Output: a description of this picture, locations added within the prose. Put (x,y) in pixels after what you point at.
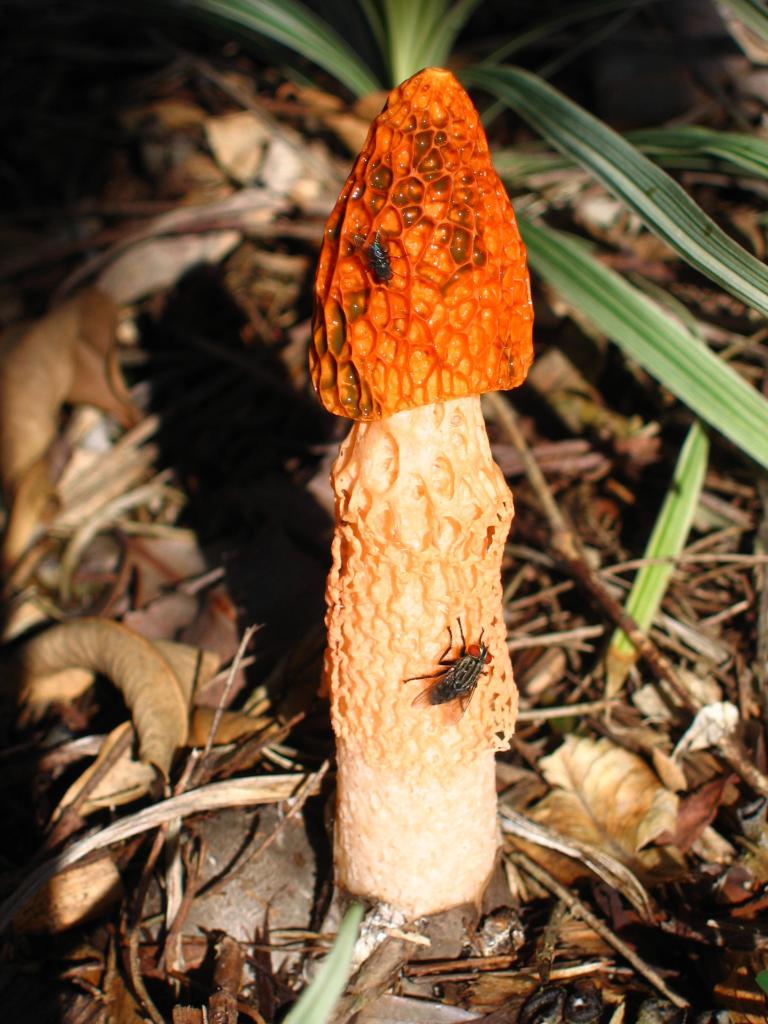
Here in this picture we can see a agaric (411,636) present on the ground (304,723), which is covered with leaves (172,559) and grass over there and we can see a couple of flies (373,274) present on it over there.
